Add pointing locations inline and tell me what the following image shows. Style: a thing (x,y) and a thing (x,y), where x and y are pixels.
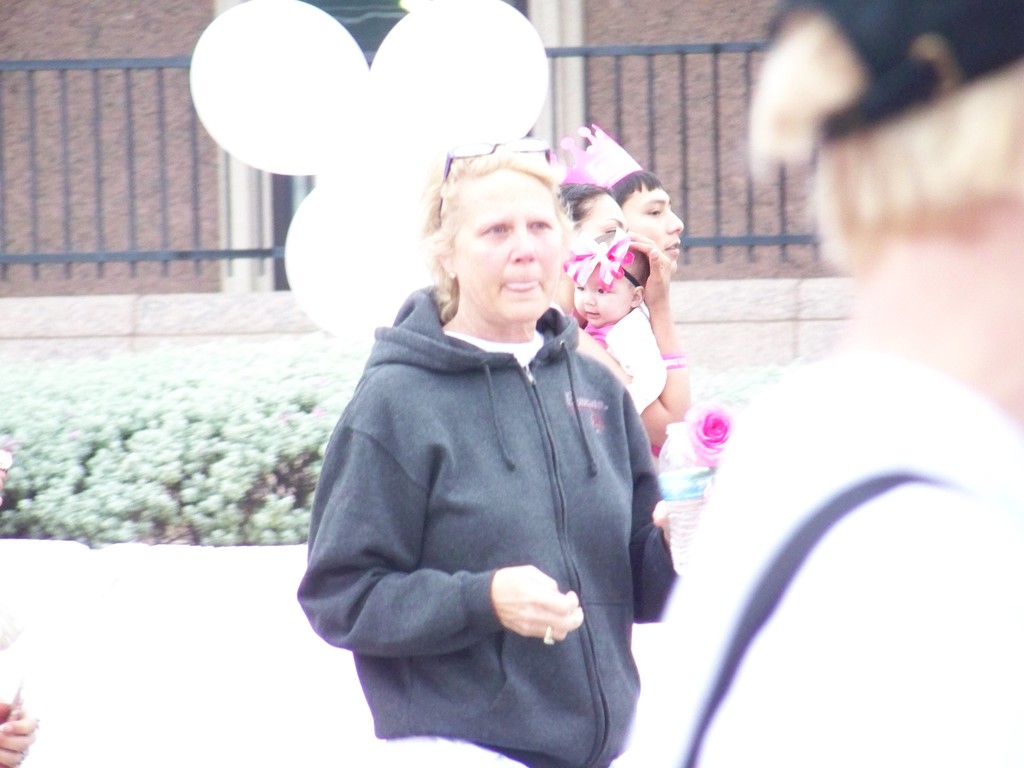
In the foreground of this picture (741,477), there is a man (918,422) on the right side of the image (908,353). In the background (565,363), there is woman (474,598) standing and holding a bottle (675,498) and flower (707,448) in her hand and we can also see persons (611,231) walking, balloons (335,185), railing (133,168) and the wall (100,30).
